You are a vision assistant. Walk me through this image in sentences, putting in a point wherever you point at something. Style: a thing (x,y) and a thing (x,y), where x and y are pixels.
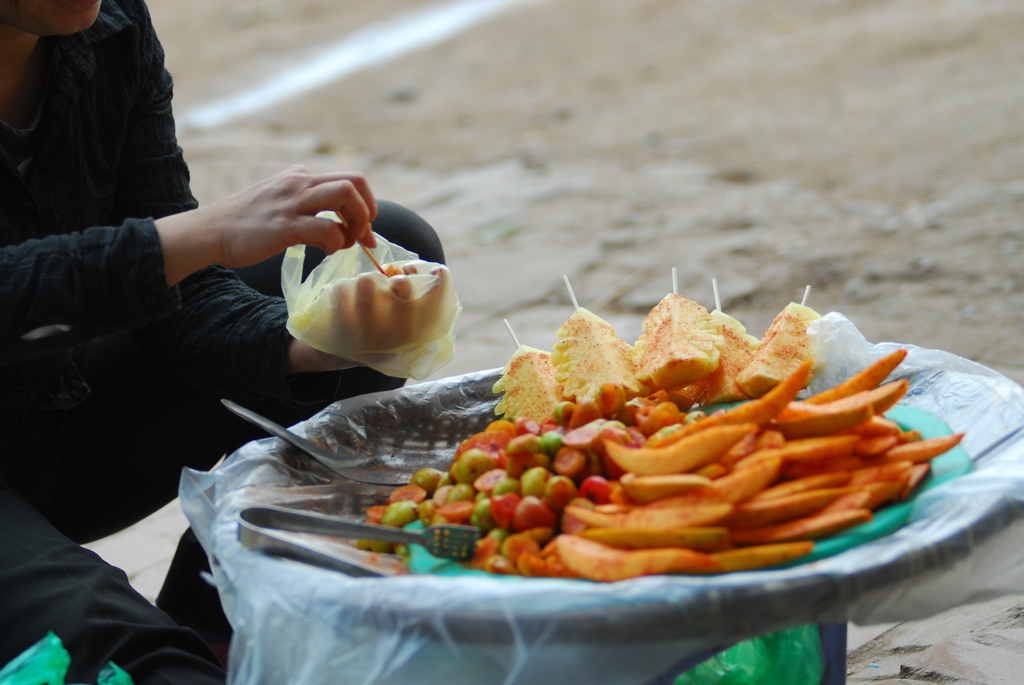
In this image there is a man (145,262) sitting towards the left of the image (129,283), he is holding an object (372,272), there is ground (638,164) towards the top of the image (633,116), there is food (692,434), there is an object (718,631) towards the bottom of the image (298,601), there is a tong (275,530), there is a spoon (246,418).
